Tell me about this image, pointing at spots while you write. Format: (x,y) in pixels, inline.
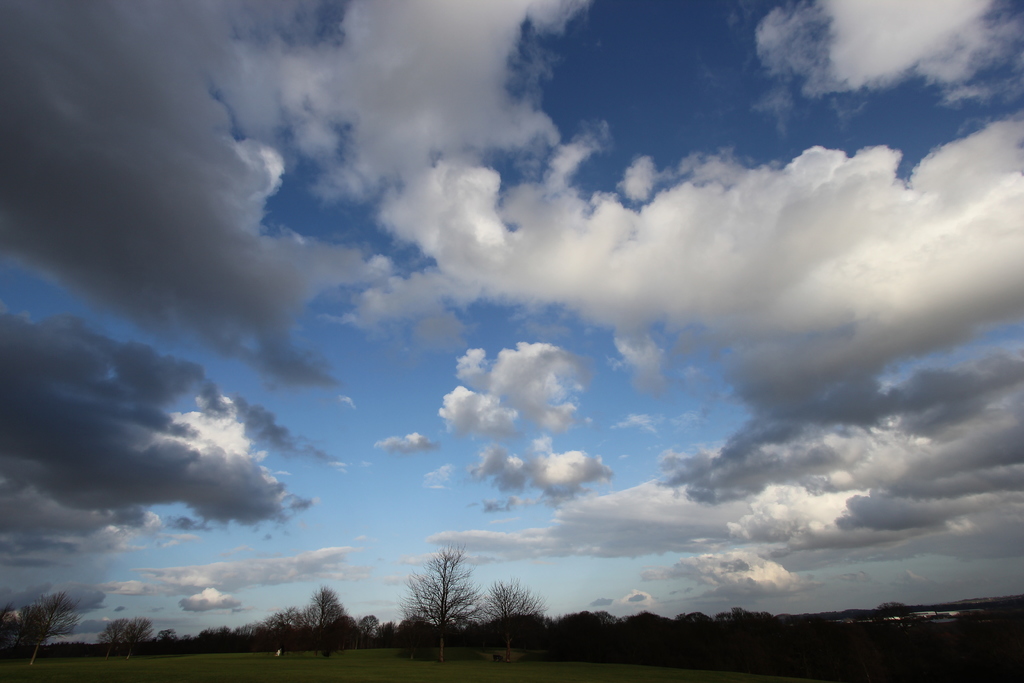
In this image there is the sky (231,338). There are clouds (538,138) in the sky (731,410). At the bottom (471,642) there are trees (460,631) and grass (459,656) on the ground (472,662).
